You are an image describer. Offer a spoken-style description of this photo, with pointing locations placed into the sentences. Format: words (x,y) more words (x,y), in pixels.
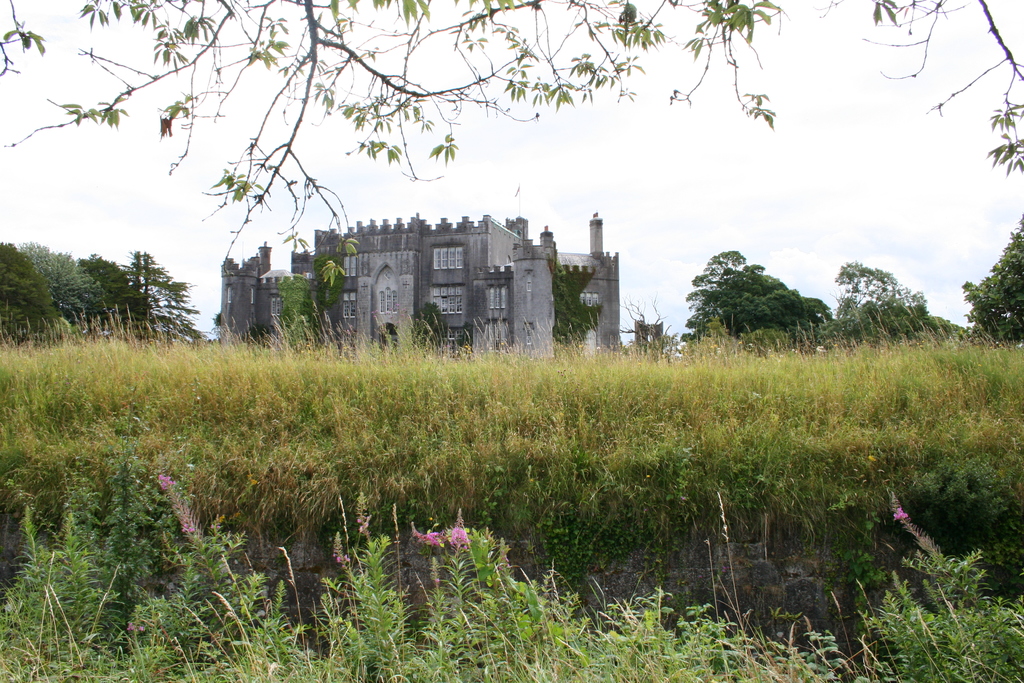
In this image in front there are trees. At the bottom of the image (461,462) there is grass (552,421) on the ground (568,439). In the background of the image (772,316) there are trees (756,309). There is a building (477,249) and sky (817,140).
